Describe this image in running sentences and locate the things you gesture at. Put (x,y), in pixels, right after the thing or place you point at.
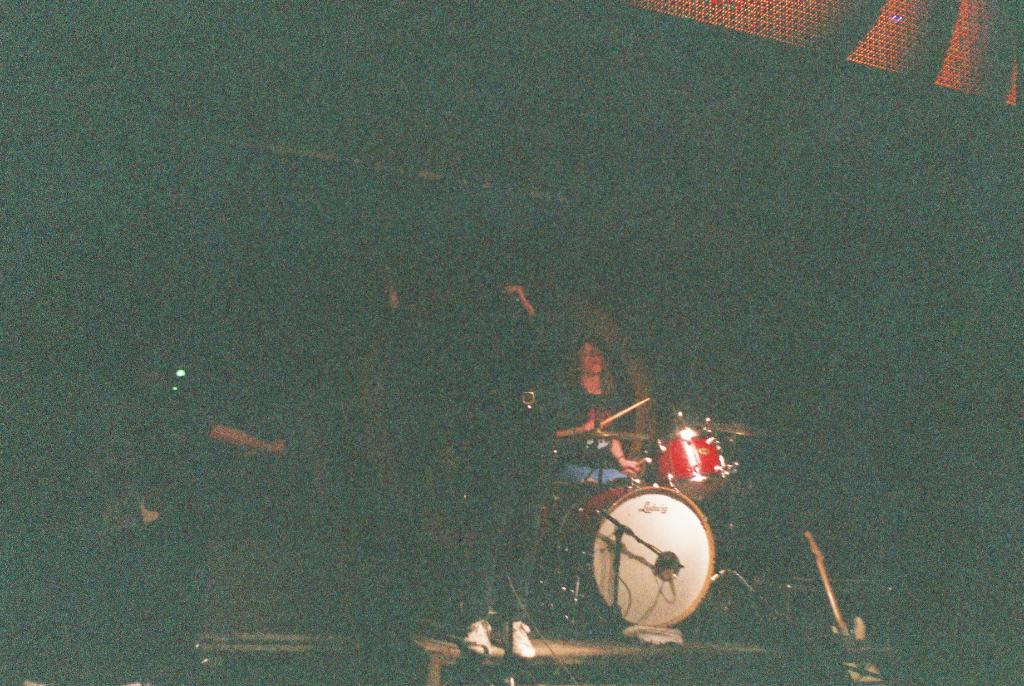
In the middle of the picture (519,337), we see a man (512,394) is standing and he is holding a microphone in his hands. Beside him, we see a man (587,397) is playing the musical instrument (670,463). In the background (861,203), it is black in color. In the right top (882,51), it is brown in color. This picture might be clicked in the dark.
